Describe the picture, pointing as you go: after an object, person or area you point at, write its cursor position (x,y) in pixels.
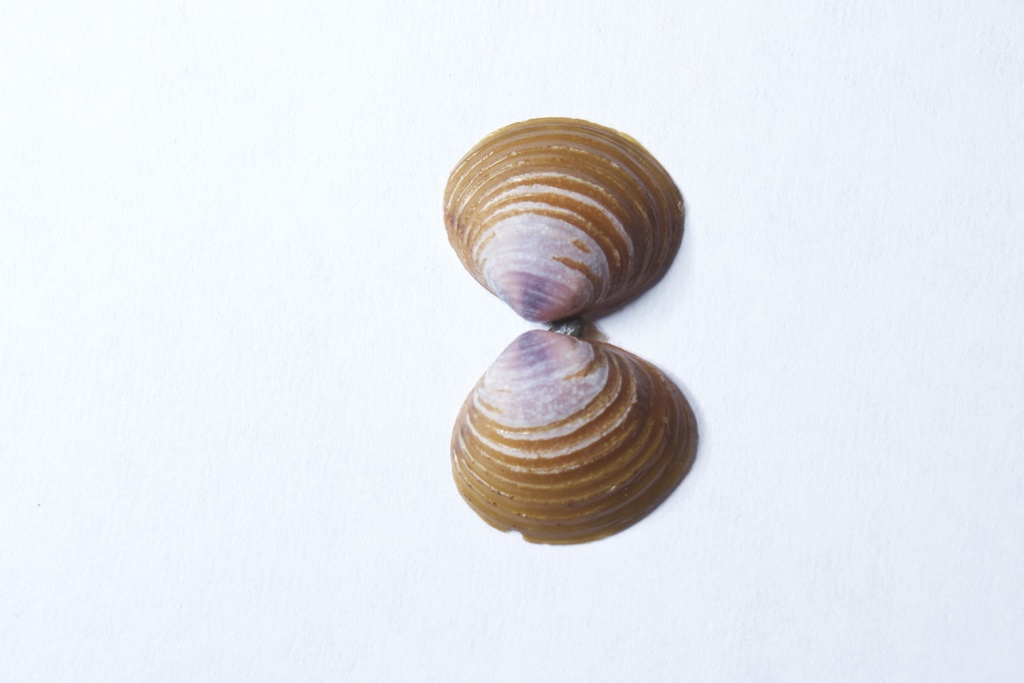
In the image we can see the sea shells (576,391) kept on the white surface (351,444).
